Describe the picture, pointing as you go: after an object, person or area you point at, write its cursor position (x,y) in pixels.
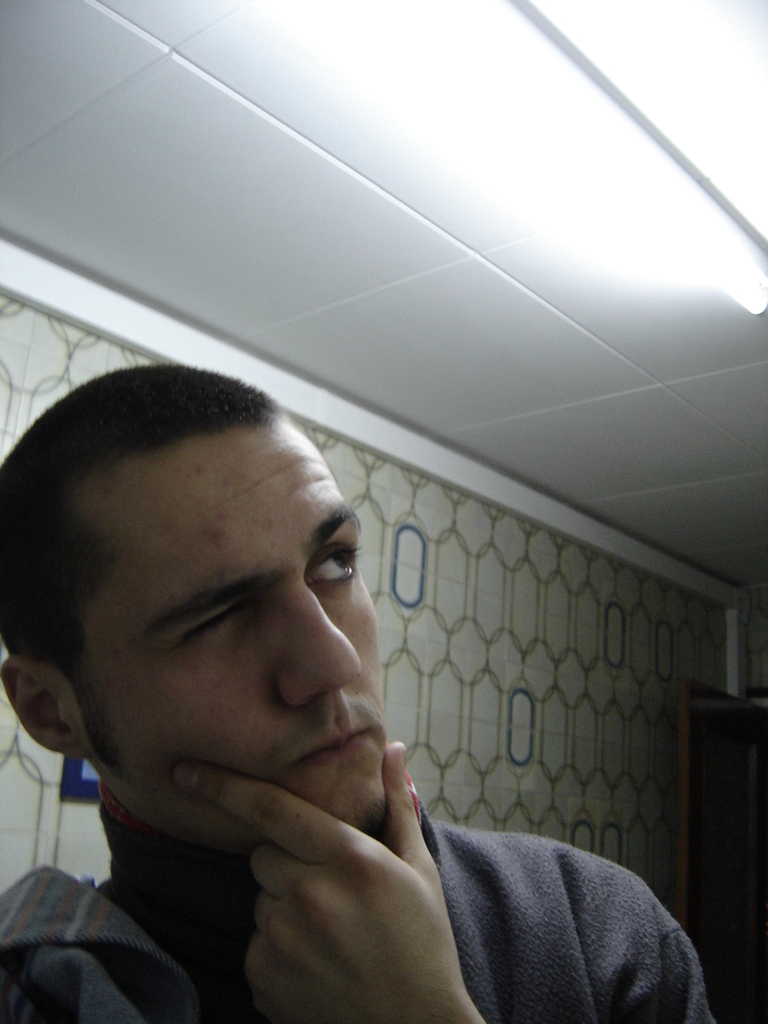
In the picture we can see a man (412,933) standing and keeping his hand (413,996) on the chin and thinking something and closing one eye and in the background (752,670), we can see a wall (665,858) with some designs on it and to the ceiling (665,292) we can see the light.
